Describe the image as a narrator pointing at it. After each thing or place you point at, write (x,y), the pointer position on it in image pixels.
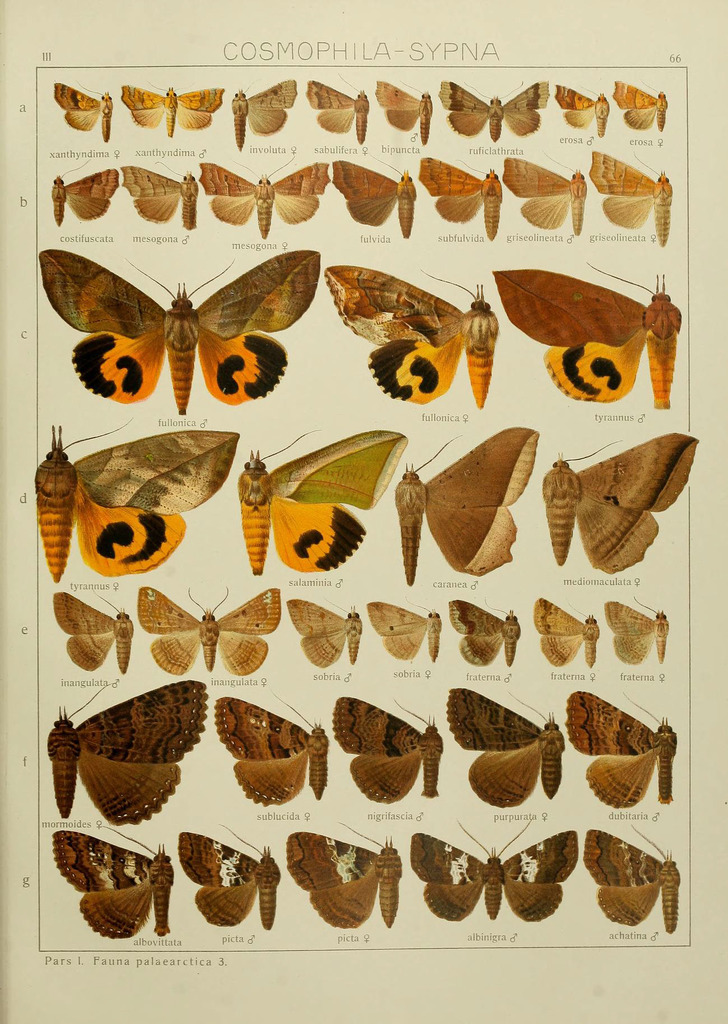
In this picture we can see the butterflies (558,360) with some information (110,962). From top to bottom, on the left side of the picture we can see the alphabets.
